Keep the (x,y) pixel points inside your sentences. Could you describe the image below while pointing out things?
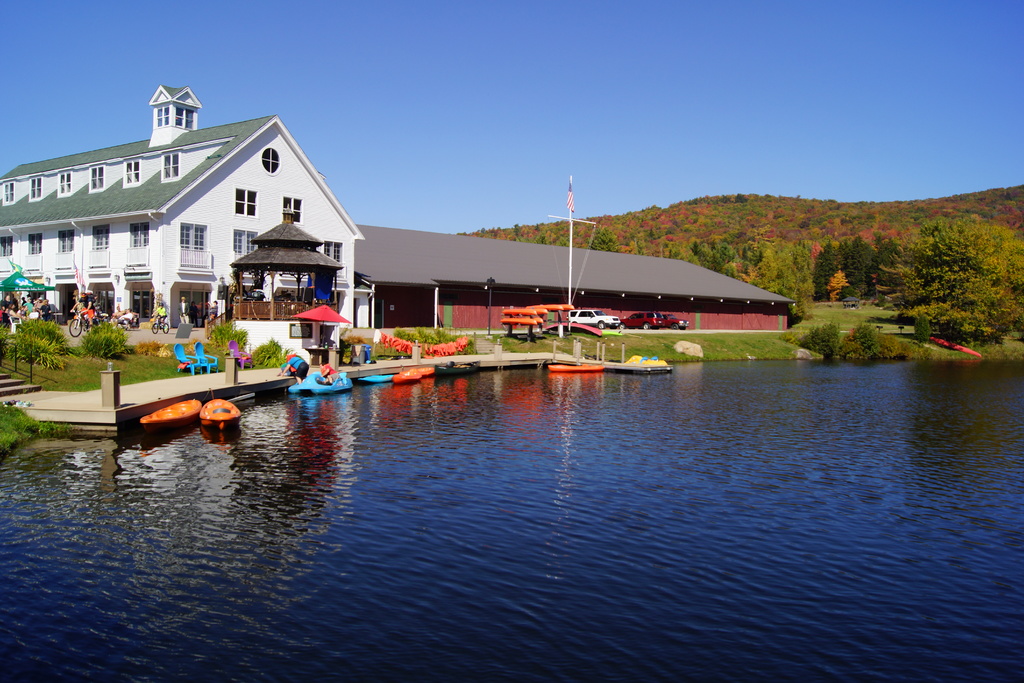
In this image I can see boats (222,417) on water (510,433). In the background (76,334) I can see plants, the grass (723,334), trees (624,227), bicycles (158,323), people (88,309) and poles (102,385). I can also see the sky (550,92).
